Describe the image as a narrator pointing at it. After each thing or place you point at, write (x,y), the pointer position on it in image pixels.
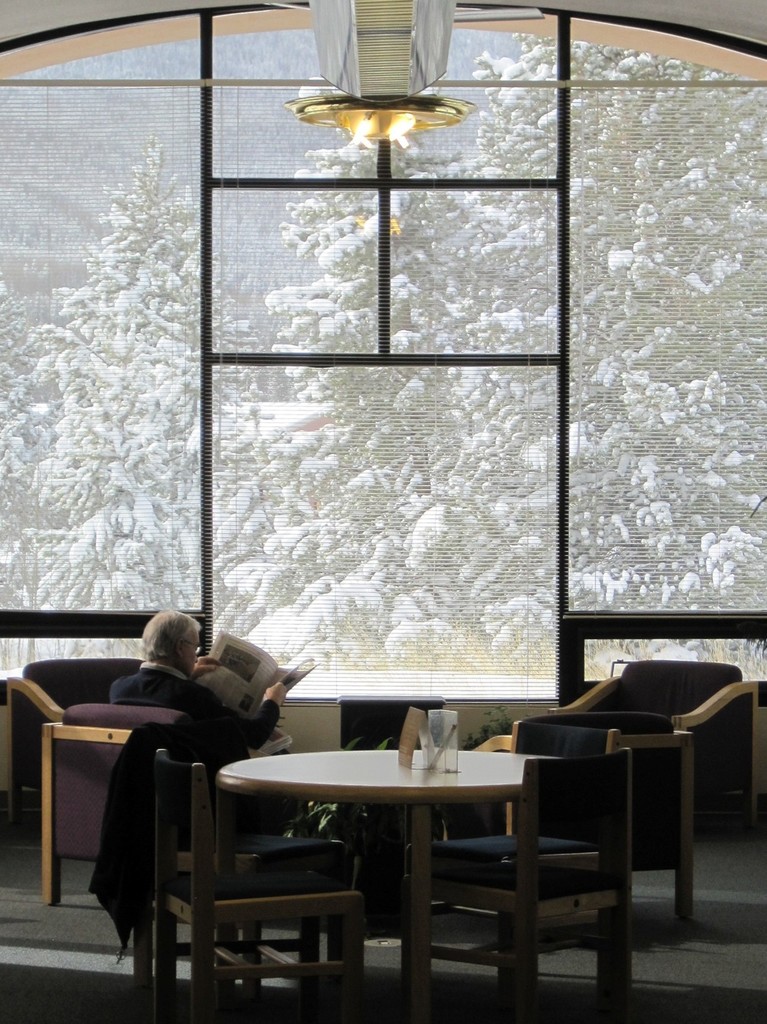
In this picture there is a person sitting here is reading a newspaper (239,670) there are two other sofas (75,680) empty and there is a table (424,866) here with a clear holder (452,728) and a card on it, there are several empty chairs (576,819) and in the background (640,465) there is a window (561,370) and the trees (119,281) are covered with the snow (624,386).
